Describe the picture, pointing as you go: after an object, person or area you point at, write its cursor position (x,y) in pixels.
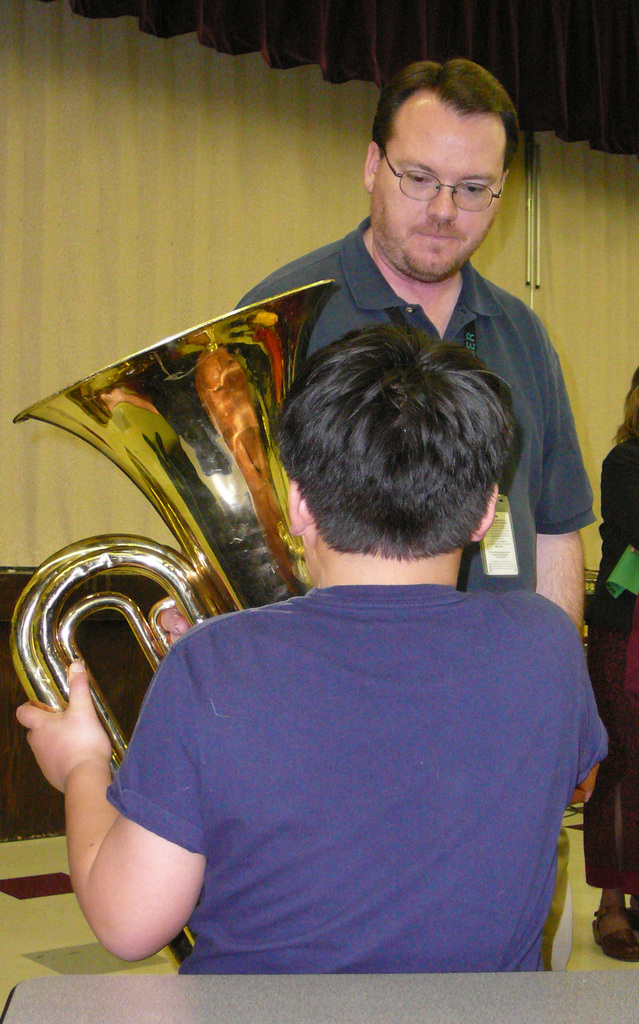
As we can see in the image there are few people (432,615) here and there, curtain (296,169) and musical instrument (142,396).
